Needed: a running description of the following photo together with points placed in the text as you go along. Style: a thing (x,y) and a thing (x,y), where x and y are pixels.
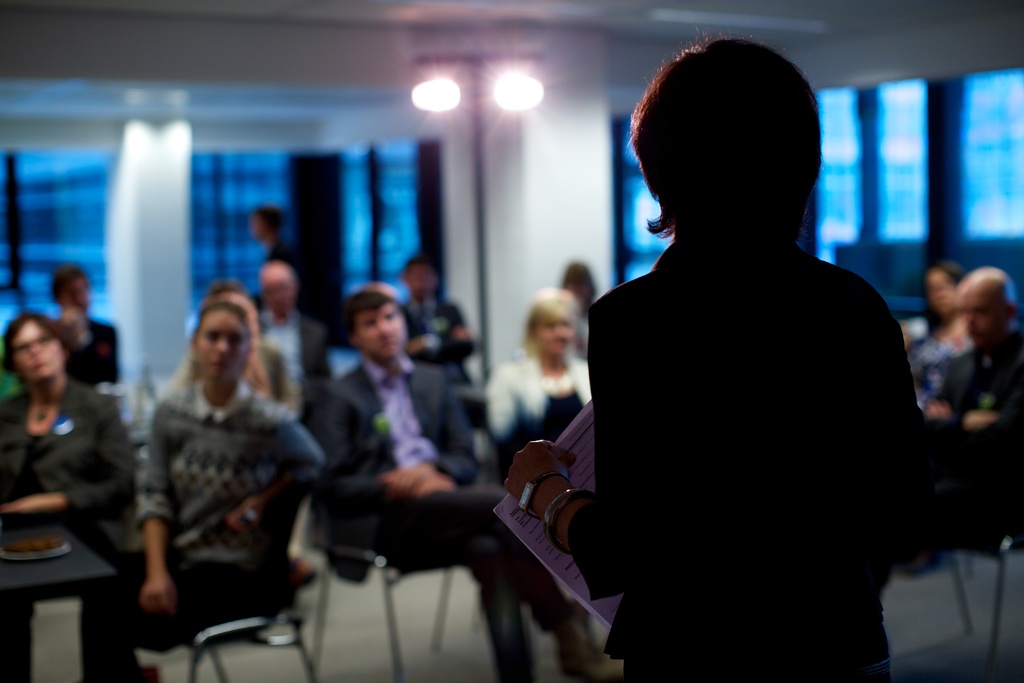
In this image we can see a person (725,498) and papers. In the background of the image (524,387) there are persons (356,422), chairs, lights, wall (514,226), windows (627,253) and other objects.
